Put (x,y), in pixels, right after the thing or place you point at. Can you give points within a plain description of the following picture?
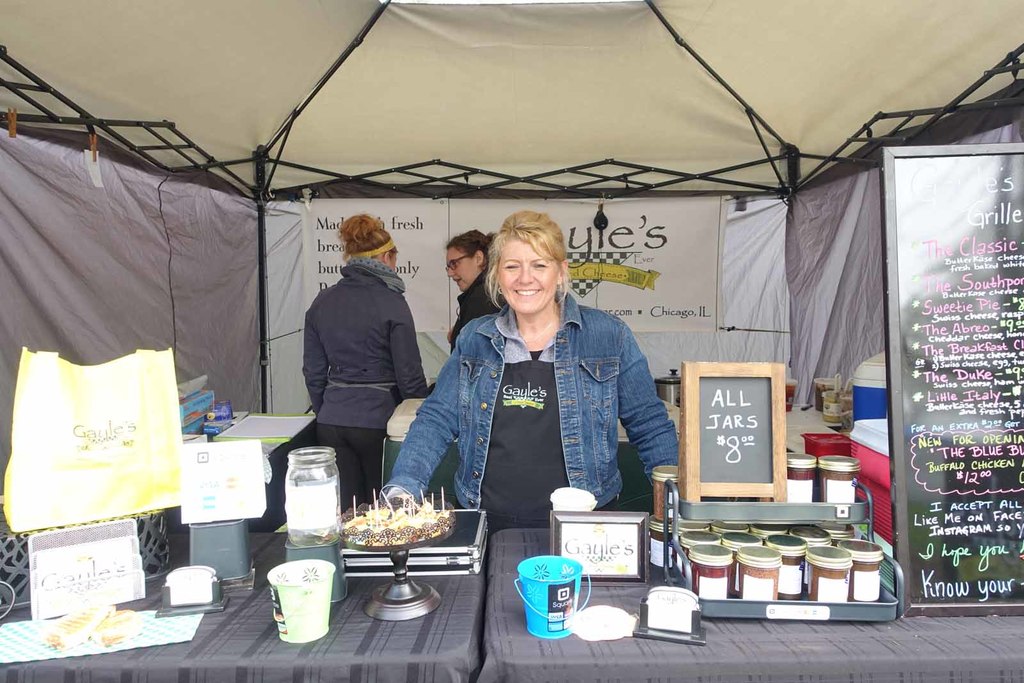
In this image i can see a person (433,432) stand under the tent (391,152). And i can see in the middle (478,324) a woman (486,369) she is wearing a blue color jacket (443,423) and she is smiling. she stood in front of the table (504,593). on the table (508,611) there are some food boxes (718,593) kept on the table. and there is a slate (746,427) kept on the food boxes (781,544) and there is some text (744,441) written on that. In Front of the food boxes (812,590) there a bucket blue color (556,603) kept on the table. on the left side (271,619) there is another table (251,630), on the table (231,626) there is a glass bottle (322,499) kept on the stand (330,558) and there is another table (240,429) in the left corner (236,421) and there is a hoarding (990,392) on the right side of the image (995,380). and back side of the image there are two ladies (370,316) stand.
